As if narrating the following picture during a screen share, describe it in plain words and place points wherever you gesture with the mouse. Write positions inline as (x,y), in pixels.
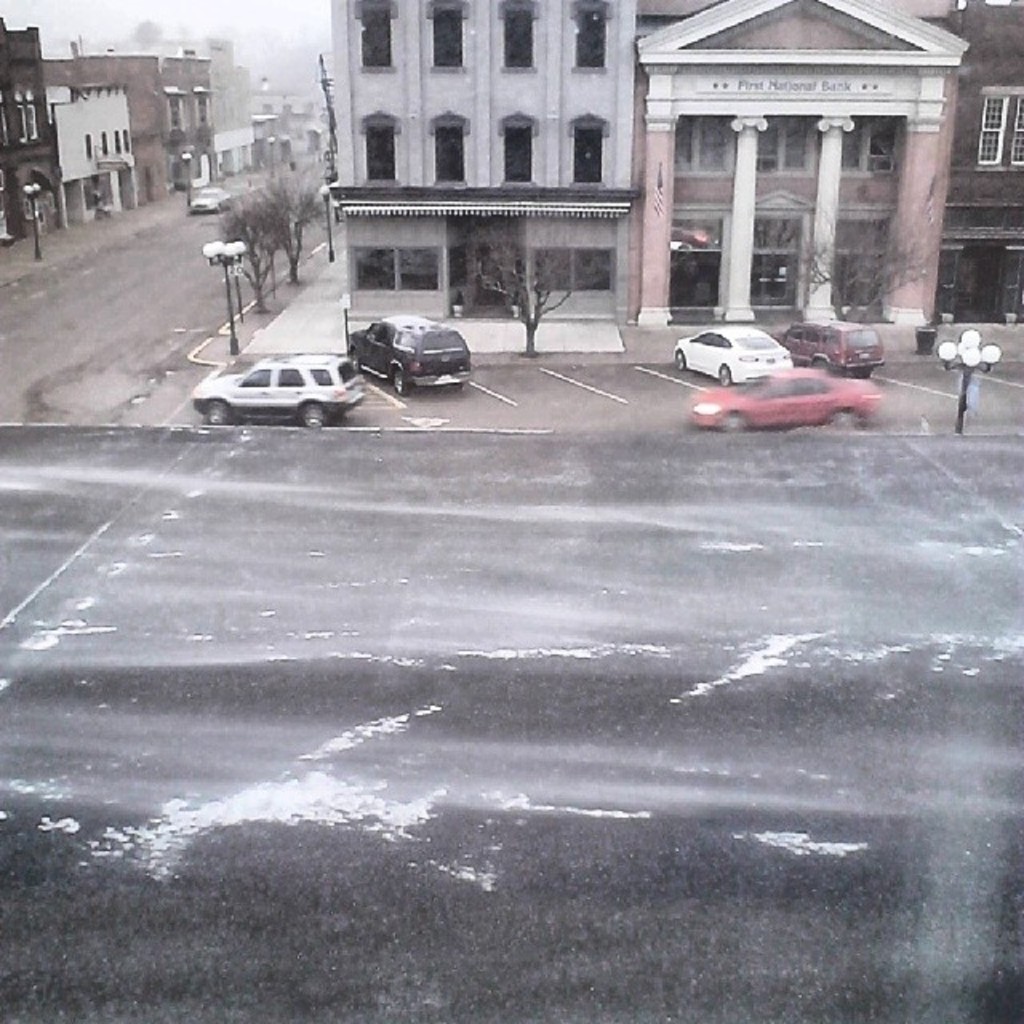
In this image I can see a road (145,417) and vehicles (211,386) on it. I can also see number of street lights (964,345), trees (516,301) and buildings (374,106).
